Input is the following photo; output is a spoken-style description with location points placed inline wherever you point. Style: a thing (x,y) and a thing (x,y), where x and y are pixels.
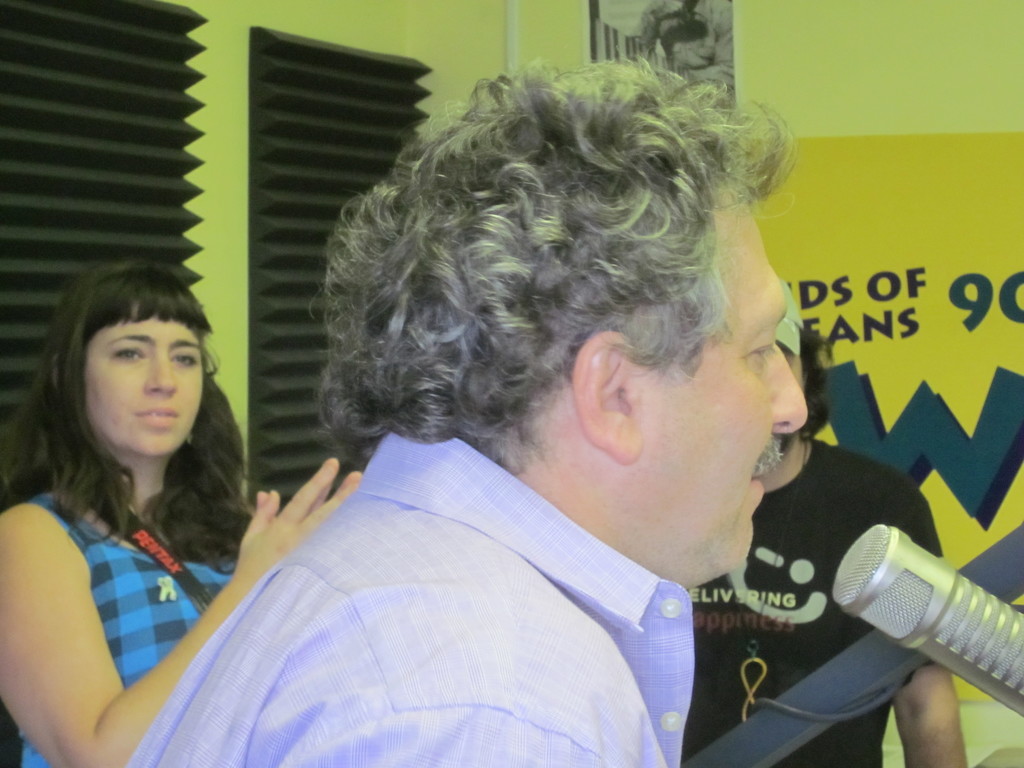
In this picture I can see a man (499,689) near a mike (910,608), there is a woman (80,640) and a person (846,737), and in the background (65,83) there are boards (946,289) and soundproofing foams (121,184) on the wall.
